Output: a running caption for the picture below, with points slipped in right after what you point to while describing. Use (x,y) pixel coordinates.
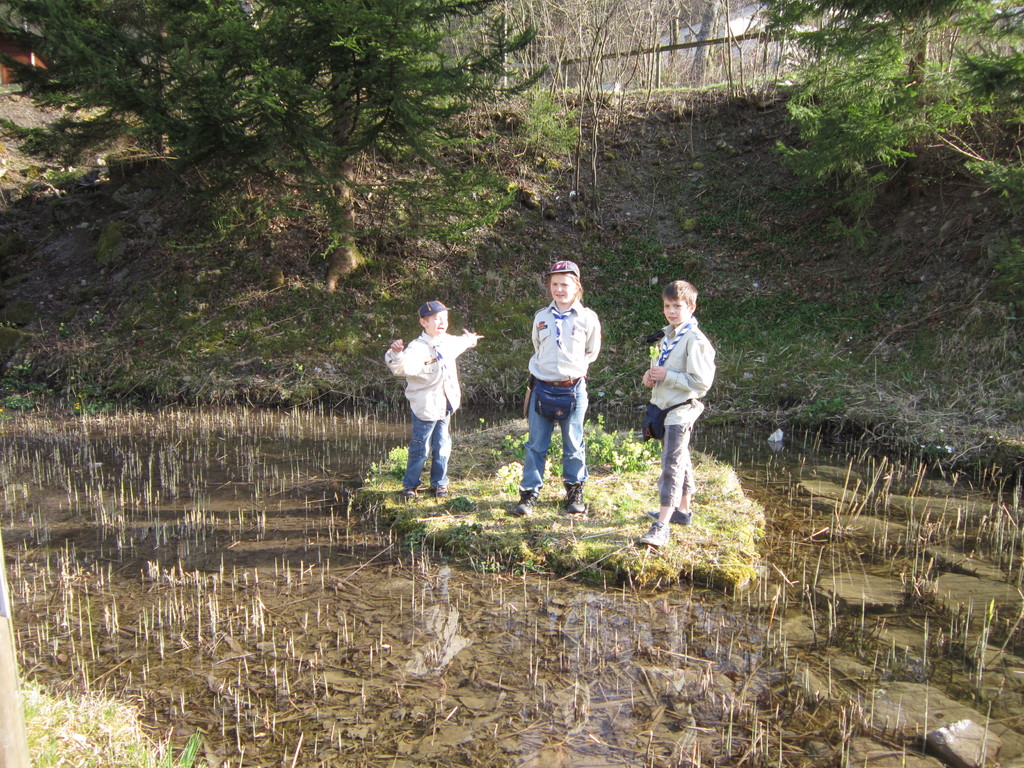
In this image we can see these children (703,357) wearing uniform (703,357) and shoes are standing on the grass (487,495). Here we can see the water (308,591), stones (990,568) and trees (327,82) in the background (180,119).
